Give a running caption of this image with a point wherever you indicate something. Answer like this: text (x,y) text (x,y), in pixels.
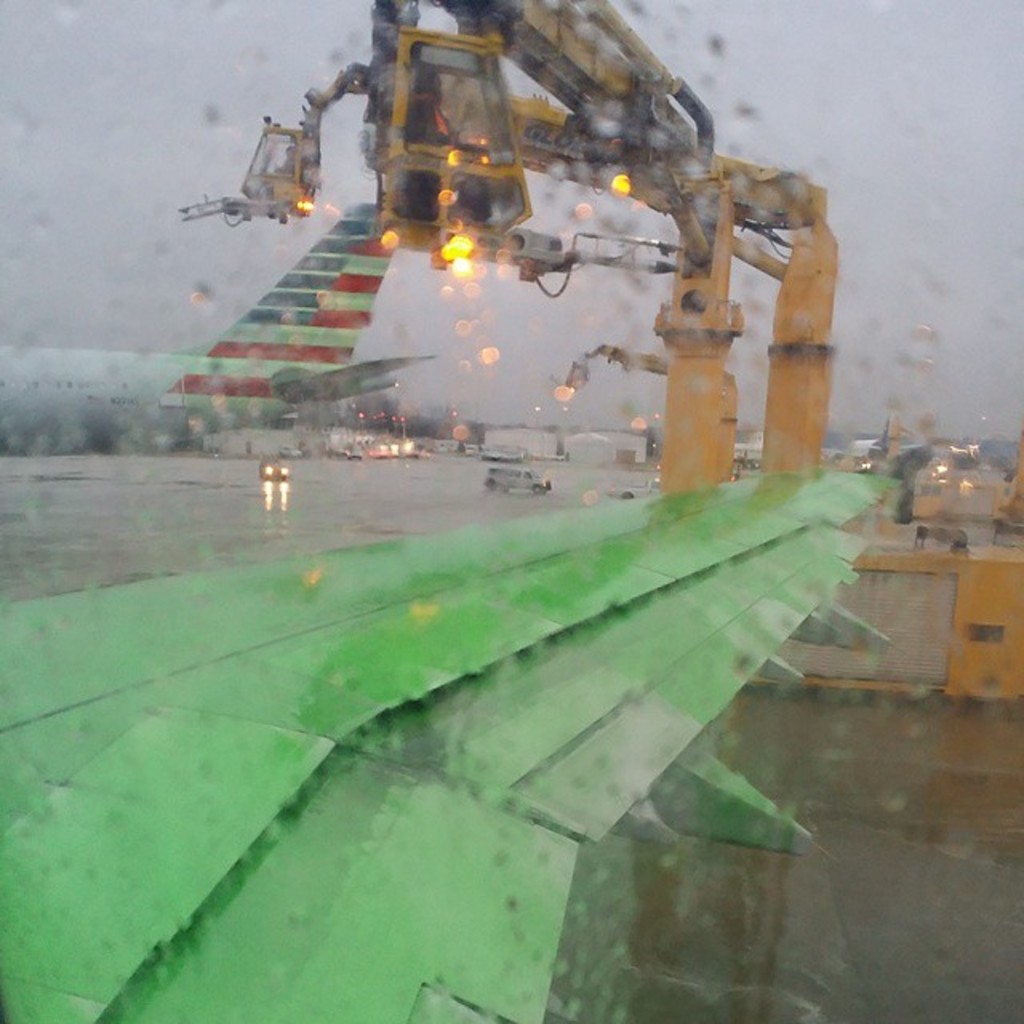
In the image we can see a window (659,953). Through the window (657,418) we can see a plane wing (27,643), vehicles (298,449), planes (275,353) and sheds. At the top of the image (438,289) we can see the sky (294,48). On the window (248,68) we can see some water drops (210,122).
